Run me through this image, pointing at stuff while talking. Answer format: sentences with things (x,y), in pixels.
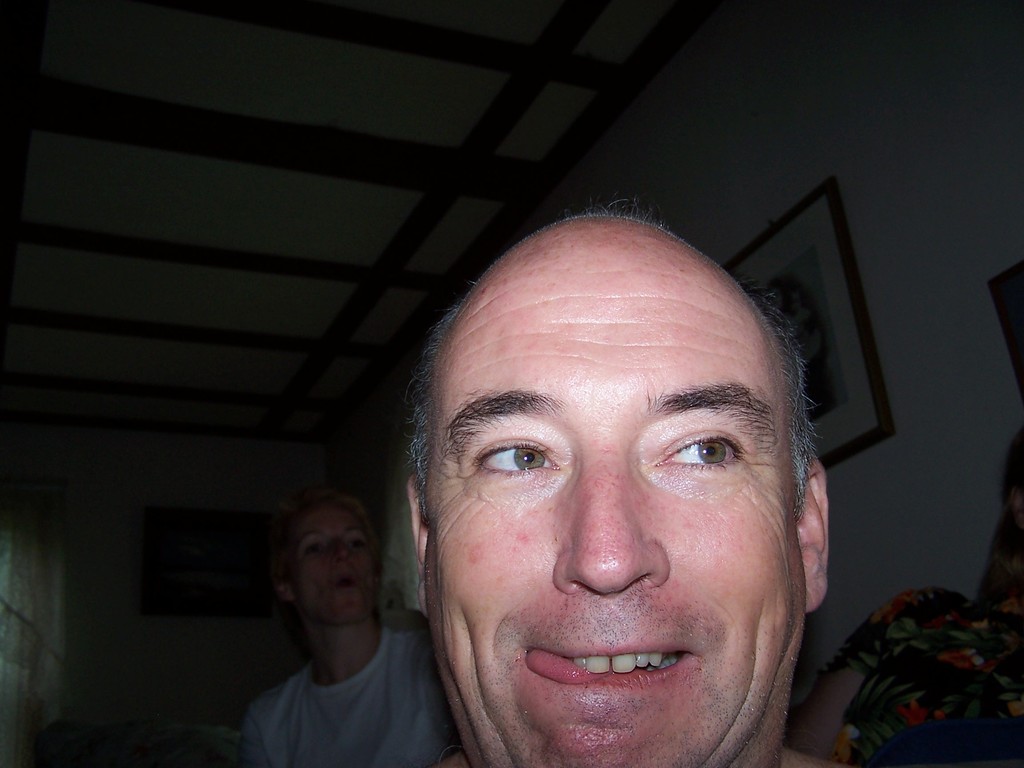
In this image in the foreground (512,642) we can see head (595,559) of a man (544,382). In the background (362,644) there are other two persons (872,707). On the wall (338,486) there are frames (816,271). This is the roof (238,123).
